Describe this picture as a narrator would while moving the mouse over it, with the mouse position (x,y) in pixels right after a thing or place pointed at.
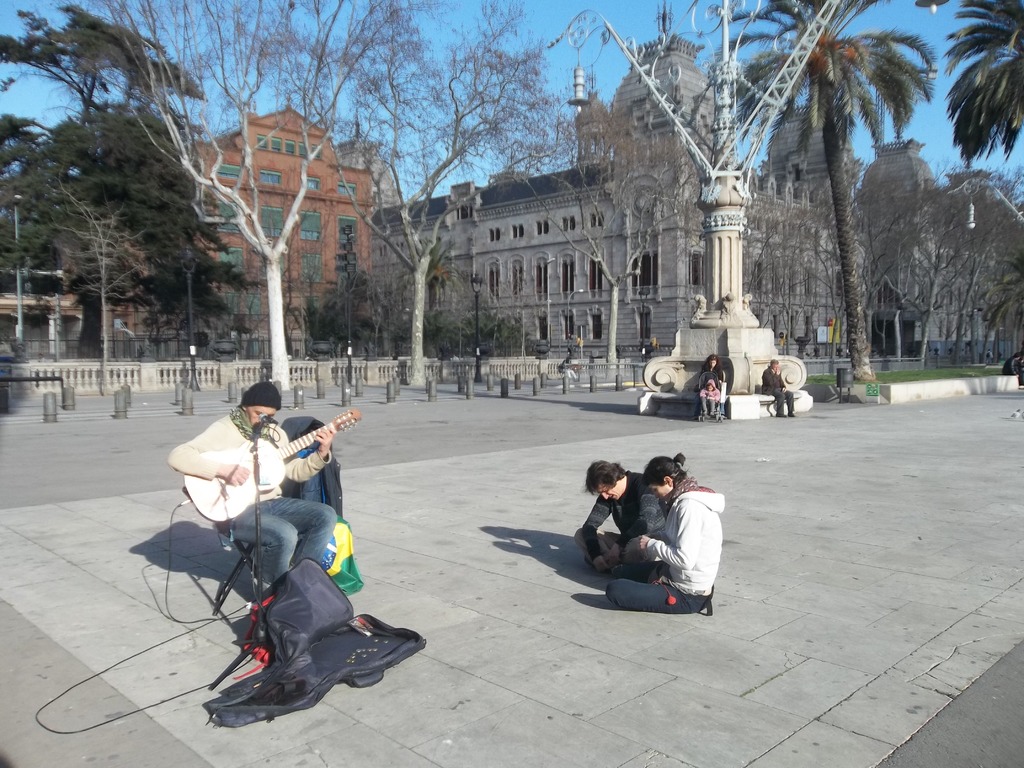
In this image, we can see a person (282,502) sitting on a chair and holding a guitar (307,444). We can see two persons (624,540) sitting on the floor (535,556). There are some buildings (907,327) and we can see some trees (343,94). At the top (330,94) we can see the sky (289,94).
